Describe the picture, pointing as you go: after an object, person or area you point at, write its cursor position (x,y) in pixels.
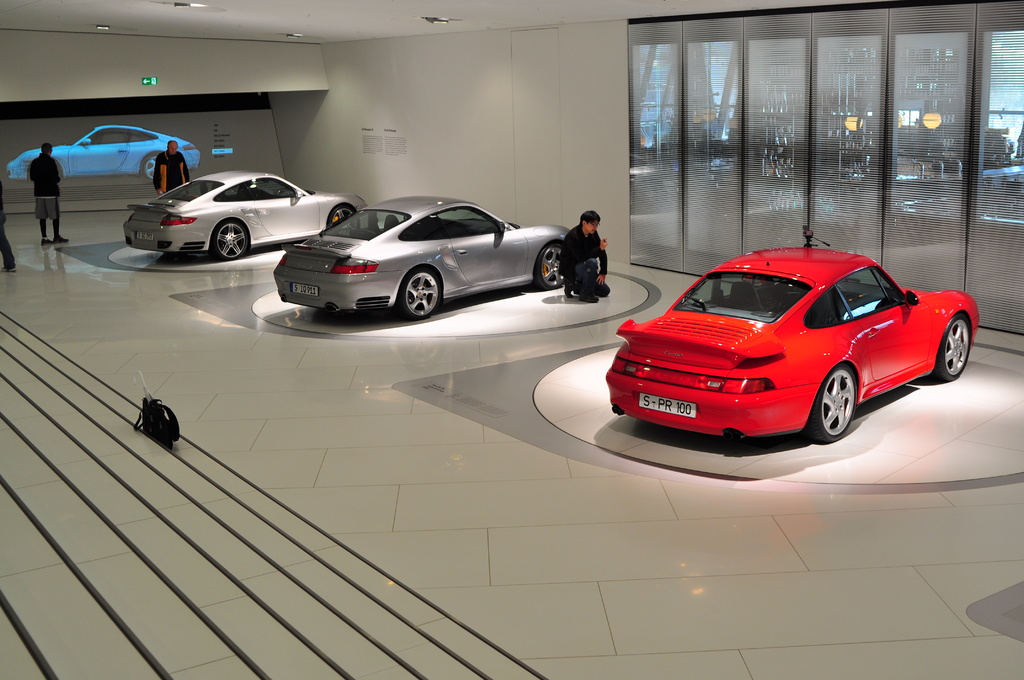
In this image there are a few vehicles (217,212) parked on platforms (598,396), a few people (57,190) are standing, one of them is sitting on his knees (595,284) and holding an object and there is an object (174,422) on the floor (215,416). In the background (165,102) there is a wall (463,150) and a screen (118,152) in which we can see the image of a vehicle (145,174) and some text (226,140). At the top of the image (365,12) there is a ceiling (315,12) and on the right side of the image (891,196) there is a glass wall (761,178).
